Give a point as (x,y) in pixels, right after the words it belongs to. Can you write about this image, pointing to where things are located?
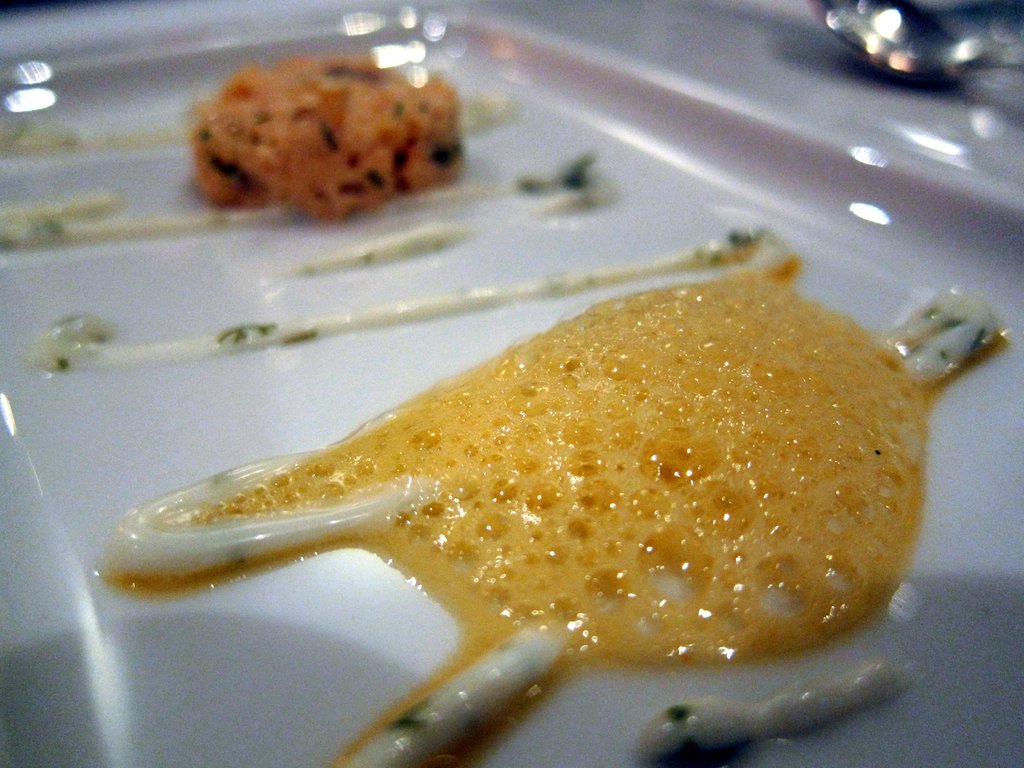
In this image we can see foam bubbles (495,382). The background of the image (929,56) is blurred, where we can see food item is kept on the plate (383,298) and here we can see this spoon (855,50).
